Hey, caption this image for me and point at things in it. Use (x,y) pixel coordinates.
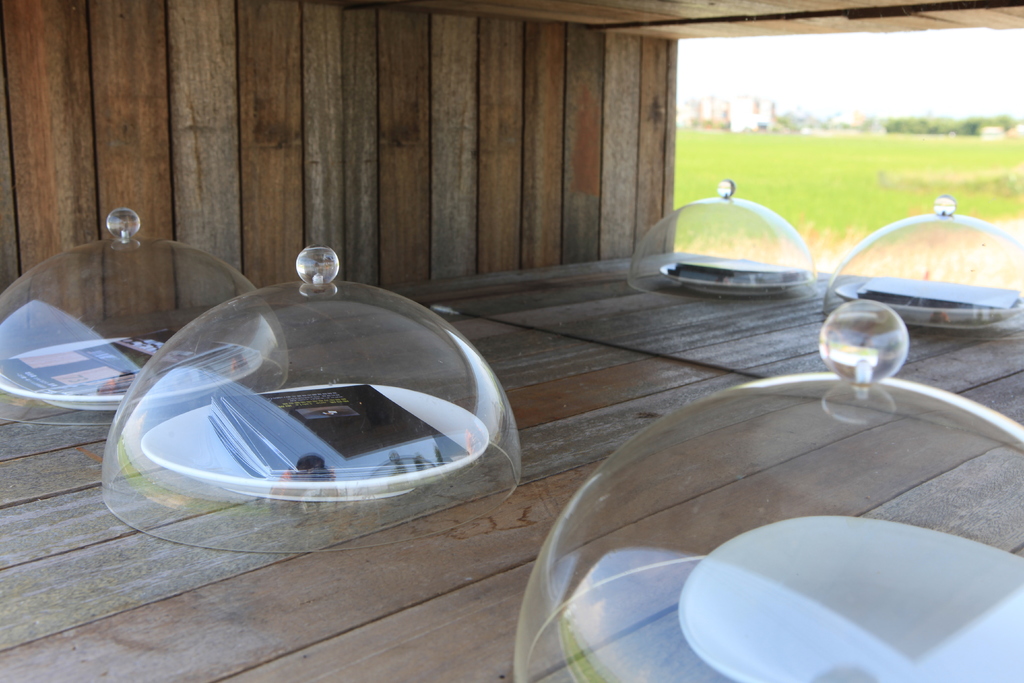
In this image I can see few plates (62,400) which consists of books (882,287) and one plate (787,622) is empty. On each plate (836,570) there is a lid (191,358). These plates (204,446) are placed on a wooden plank (246,596). It seems to be a wooden box (349,93). In the background (773,133), I can see the grass (848,162) and many trees (928,125). At the top (857,78), I can see the sky (929,78).
